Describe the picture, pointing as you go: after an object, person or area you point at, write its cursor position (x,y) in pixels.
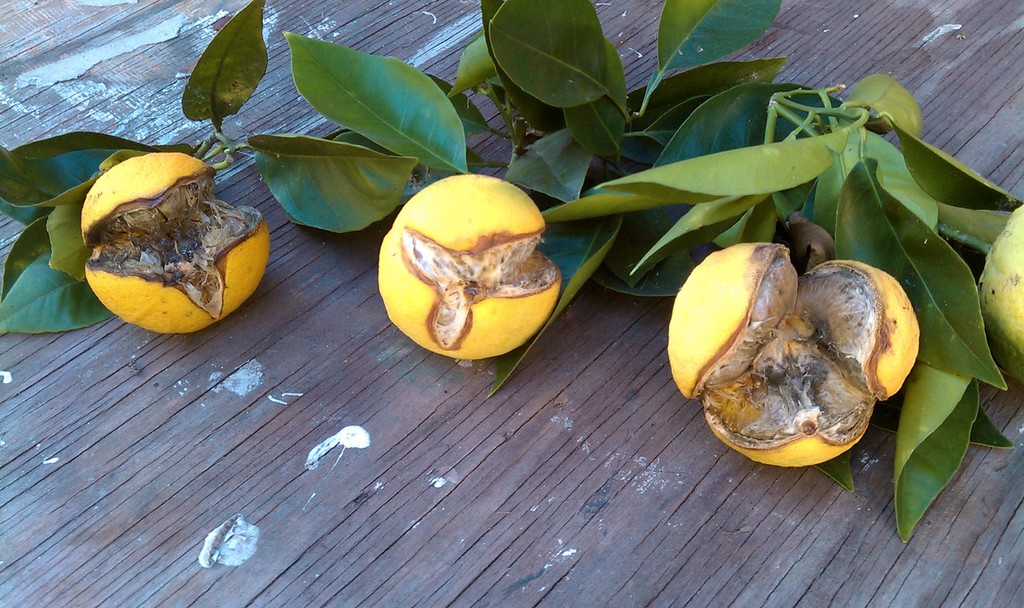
In this image we can see fruits (437,225) and some leaves (104,162) on the wood (301,351).
